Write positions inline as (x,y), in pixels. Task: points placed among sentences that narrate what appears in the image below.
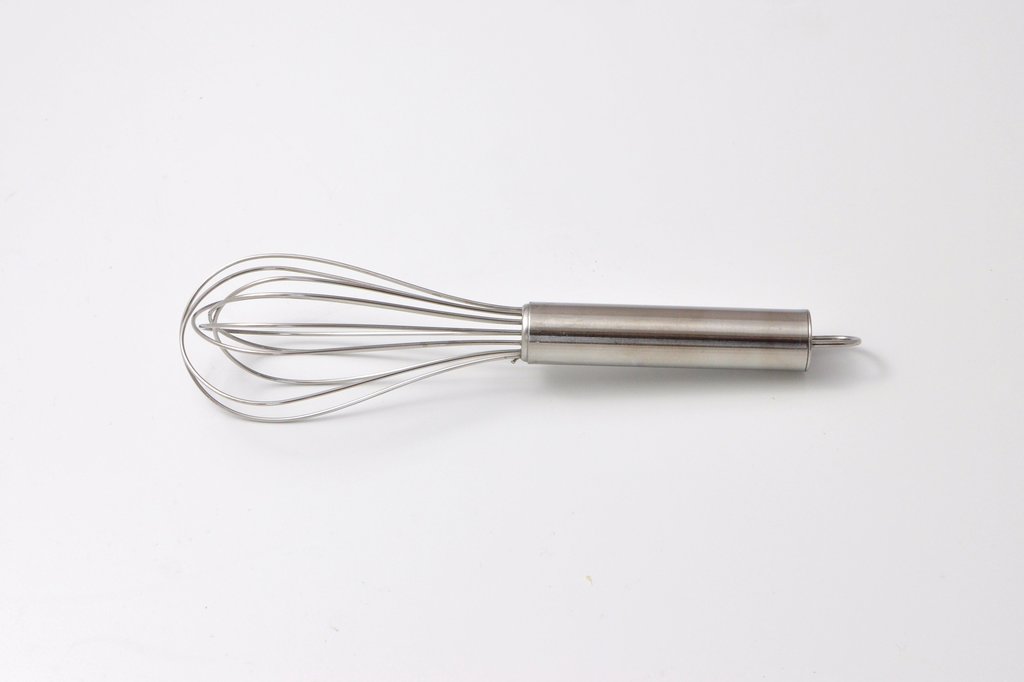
In the center of this picture (432,327) we can see a whisk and the background of the image (103,314) is white in color.
